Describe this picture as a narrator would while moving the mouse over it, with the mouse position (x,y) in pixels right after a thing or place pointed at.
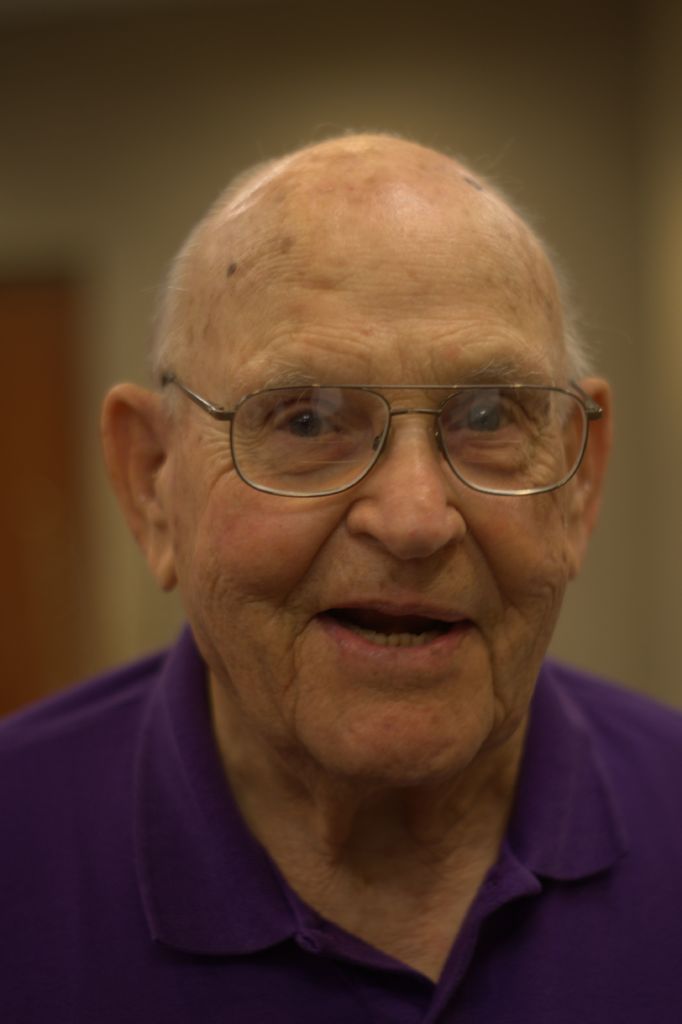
In this picture we can see a man (210,699) with spectacles (302,433). Behind the man (202,666), there is a blurred background (670,78).
